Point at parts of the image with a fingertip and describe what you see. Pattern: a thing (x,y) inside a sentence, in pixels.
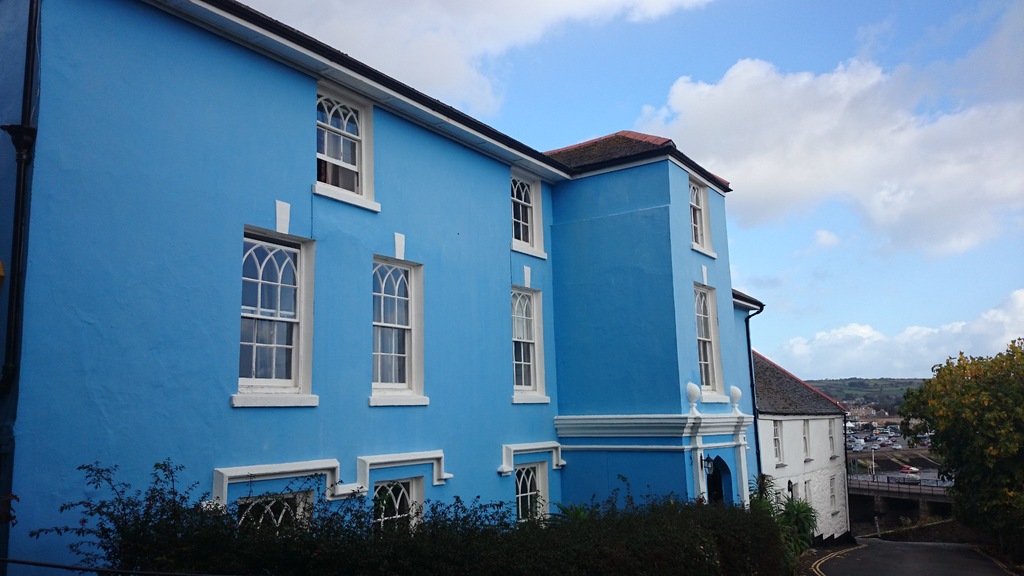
On the left side of this image (188,222) I can see two buildings (471,412) along with the windows (261,316). At the bottom of the image (418,548) there are some plants (527,548). On the right side (921,561) there is a road (921,562). Beside the road (900,547) I can see the trees (983,449). In the background (890,427) there are many vehicles (885,438). At the top of the image (751,54) I can see the sky (779,108) and clouds (808,140).
